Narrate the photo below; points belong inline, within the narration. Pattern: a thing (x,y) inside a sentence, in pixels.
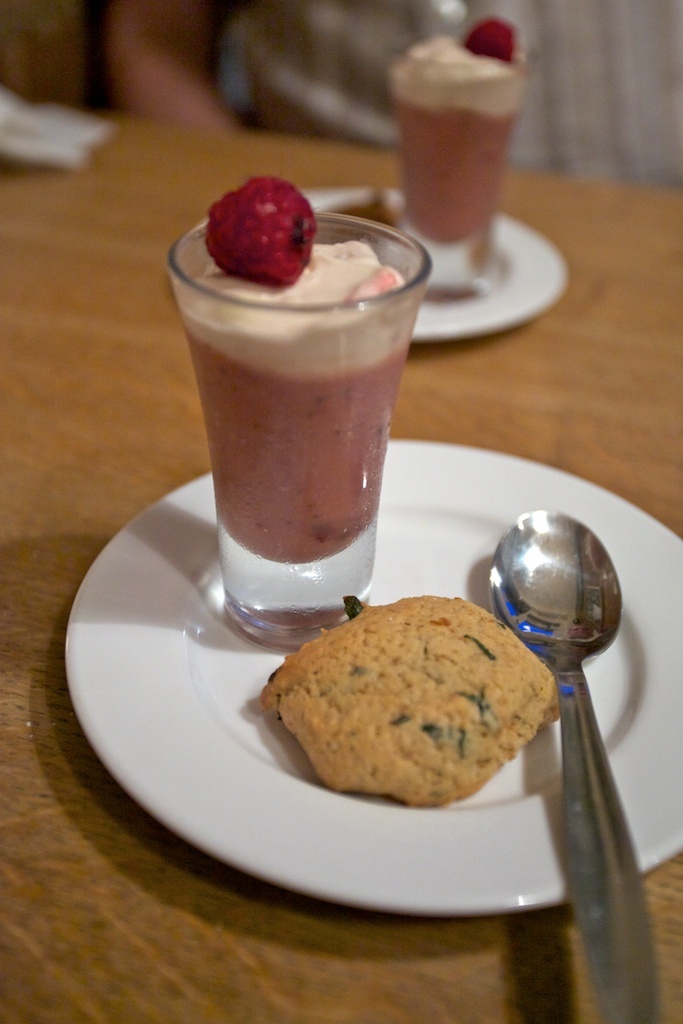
In this picture we can see plates (480,593) on the table (522,370), in the plates (465,559) we can find couple of glasses (466,228), a cookie (385,694) and a spoon (541,604) also we can see drink (337,280) in the glasses (333,382), beside the table (485,372) we can find a person (279,60).
